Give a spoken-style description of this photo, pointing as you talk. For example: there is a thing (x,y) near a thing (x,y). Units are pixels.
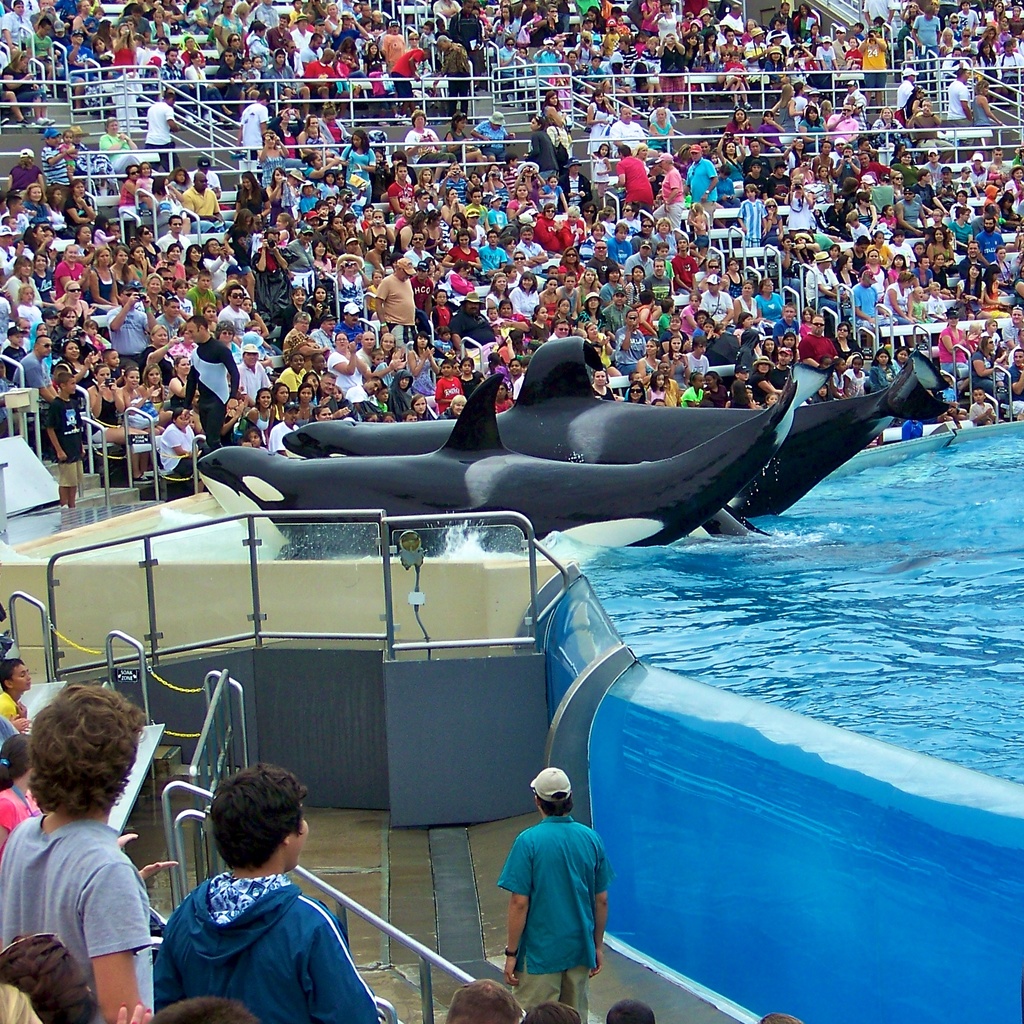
In the center of the image (665,422) we can the dolphins (632,491). On the right side of the image (903,643) pool (867,815) is there. In the background of the image (491,256) group of people (472,225) are present. At the bottom of the image (409,948) barricade (424,945) are present. In the middle of the image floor (408,852) is there.
